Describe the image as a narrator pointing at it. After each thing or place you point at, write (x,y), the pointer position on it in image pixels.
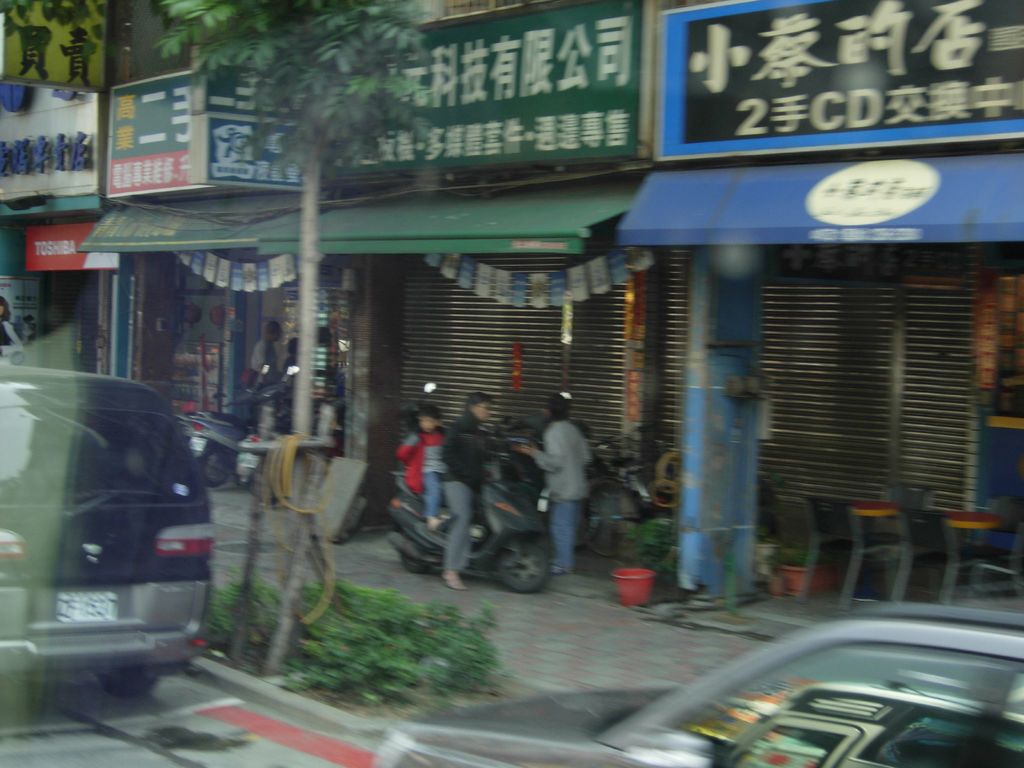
In this image I can see buildings (406,190), vehicles (429,558), chairs (895,545) and boards (810,77). On the boards (576,130) I can see something written on it. Here I can see people (419,489) among them some are sitting on a vehicle (473,521). Here I can see plants (356,649), trees (335,103) and other objects (319,533) on the ground (497,613).
